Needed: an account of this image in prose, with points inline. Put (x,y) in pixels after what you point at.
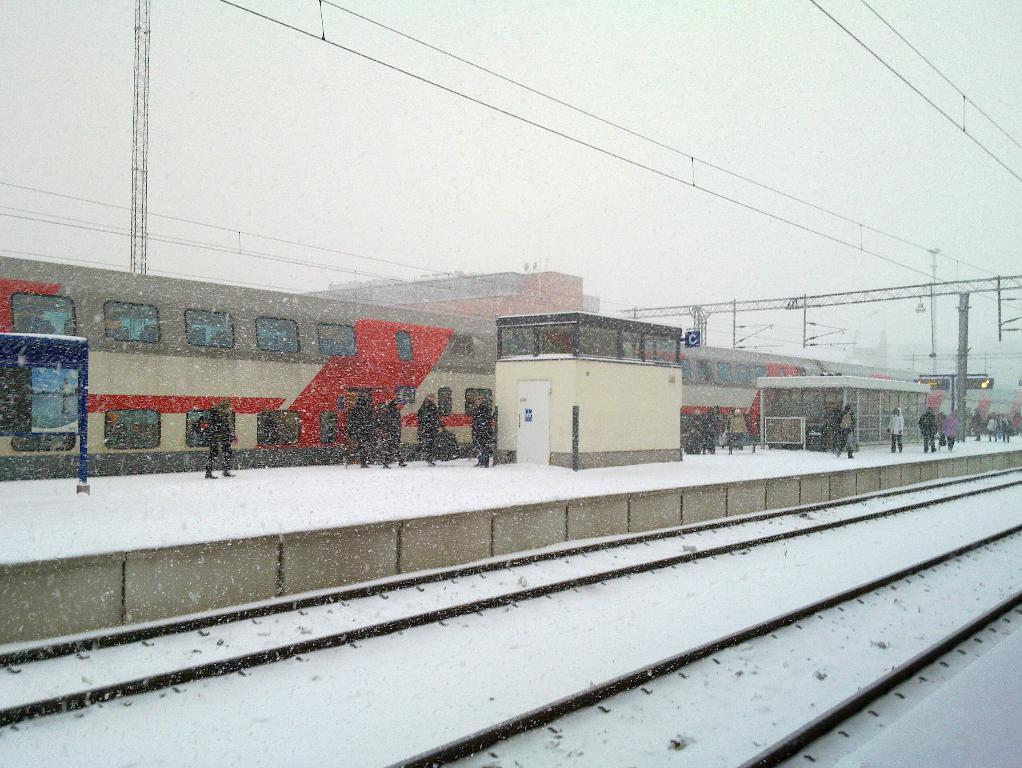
In the picture we can see a railway station (650,705) with a train (80,327) near the platform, on the platform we can see some people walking and just beside them, we can see a small board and station office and besides, we can also see a track (650,664) and in the background (59,193) we can see a building (566,298), wires (976,139), and some poles (667,309) with a signal light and a sky (895,312).
